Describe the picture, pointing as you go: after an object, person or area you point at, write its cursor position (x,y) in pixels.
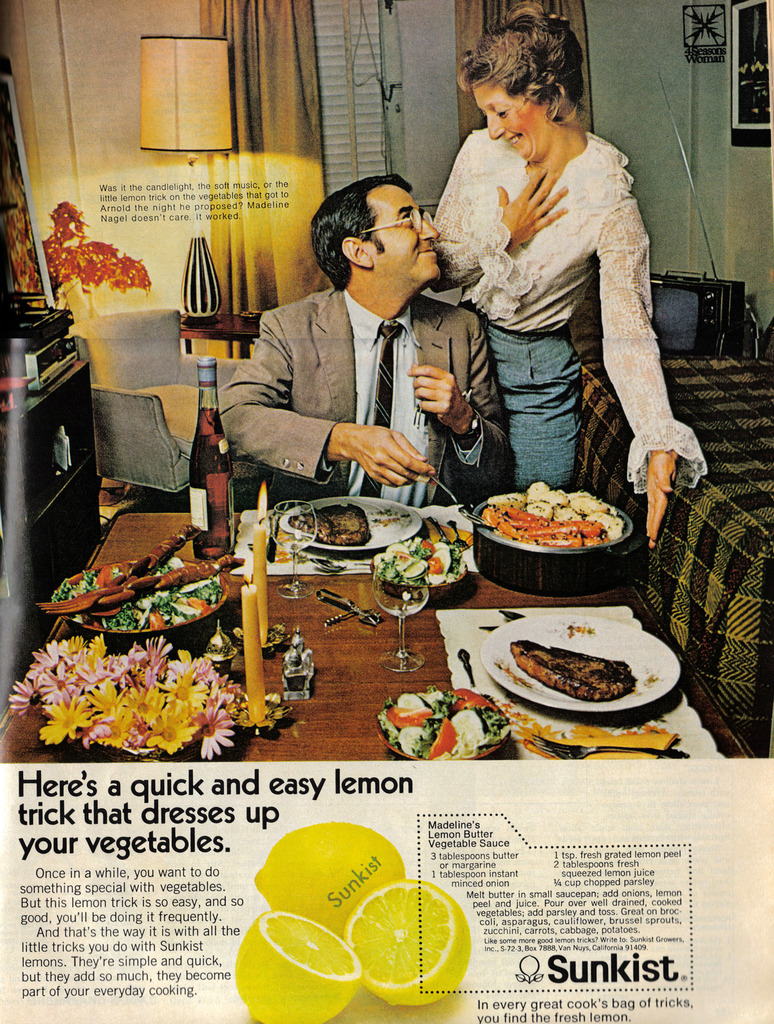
This might be a poster, in this image at the bottom (264,947) there are lemons (334,901) and there is a text (508,940) and in the center (298,379) there is one man (400,298) and one woman (587,246) and a man (343,387) is sitting and he is holding a spoon (479,523). And there is a table (148,518), on the table (269,604) there are some plates (504,684), flowers (188,705), and in the plates (632,667) there is food (577,525) and also there are glasses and spoons (176,576). And in the background (721,451) there is a bed (680,360), television (666,313), chairs (97,367), lamp (188,159), curtains (284,142), wall (83,111), window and some objects (97,255).
